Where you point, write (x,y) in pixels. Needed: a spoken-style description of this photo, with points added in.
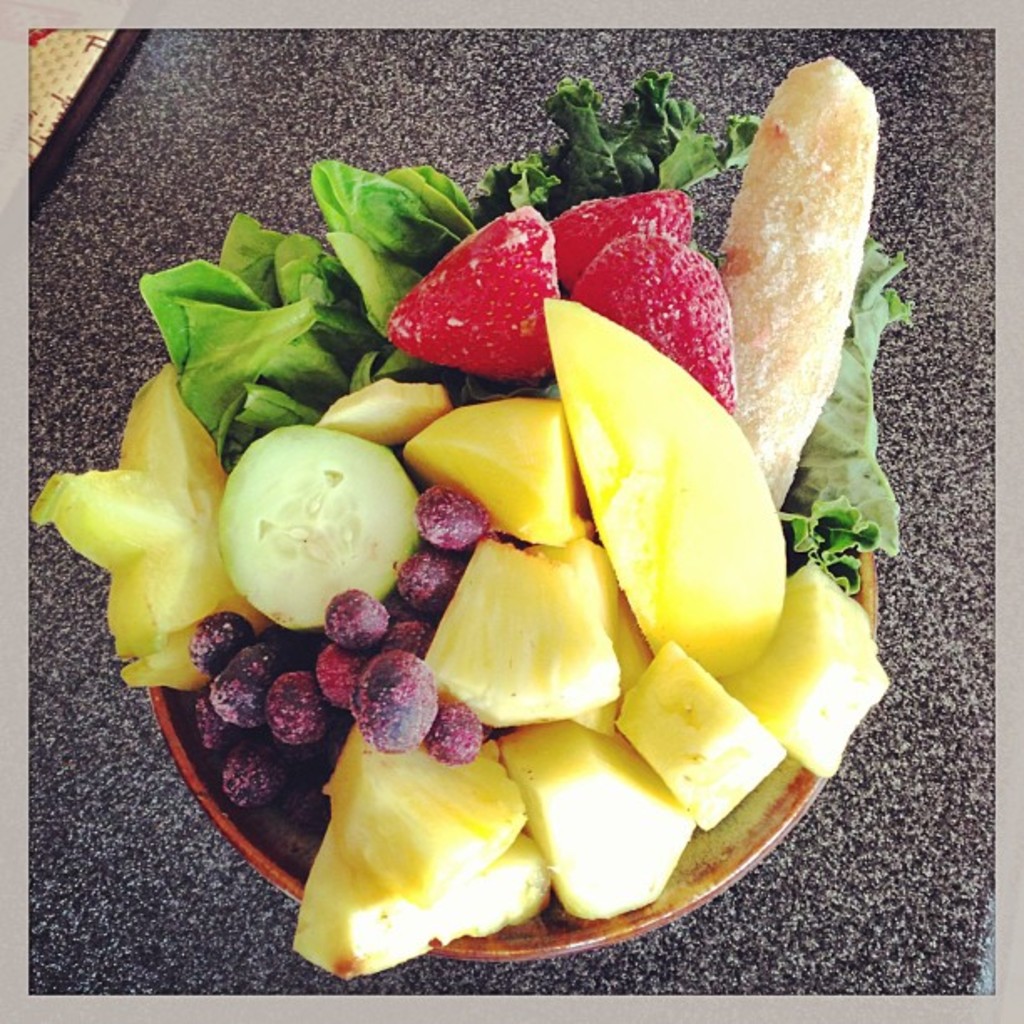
In this image, we can see a bowl (293,842) contains cut fruits (558,623), grapes (459,510), strawberries (676,240) and leafy vegetables (258,342).
